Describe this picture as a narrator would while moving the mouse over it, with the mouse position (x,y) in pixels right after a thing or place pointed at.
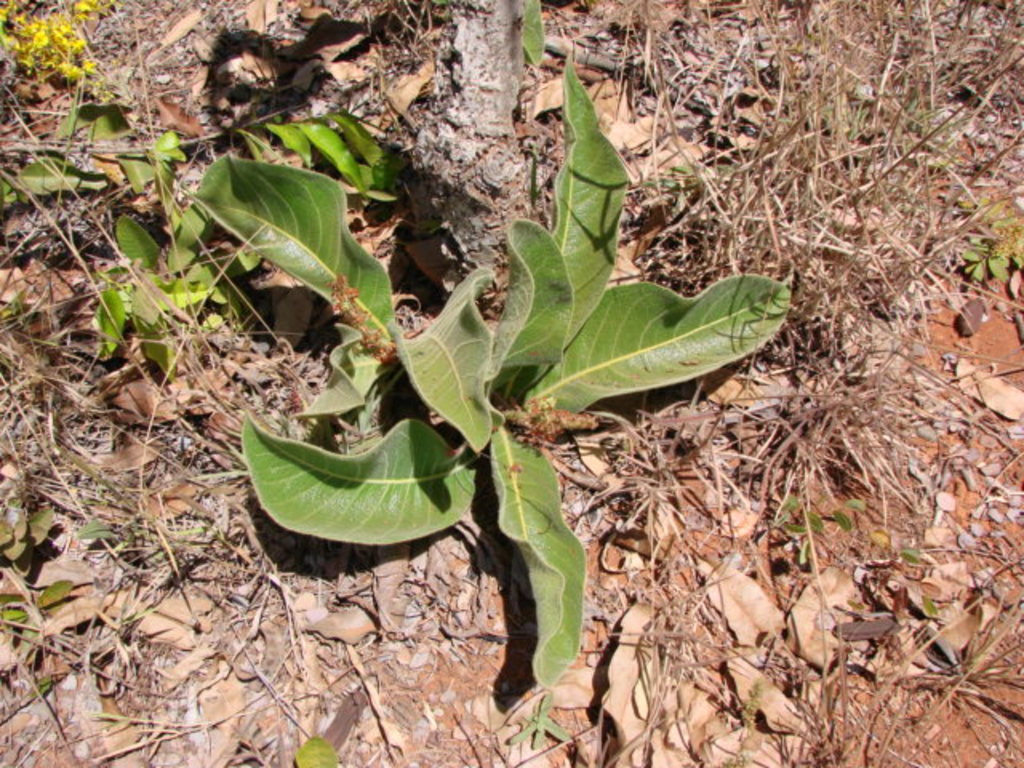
In the image we can see there is a plant (417,334) on the ground (891,646) and the ground (383,85) is covered with dry leaves (280,576).
